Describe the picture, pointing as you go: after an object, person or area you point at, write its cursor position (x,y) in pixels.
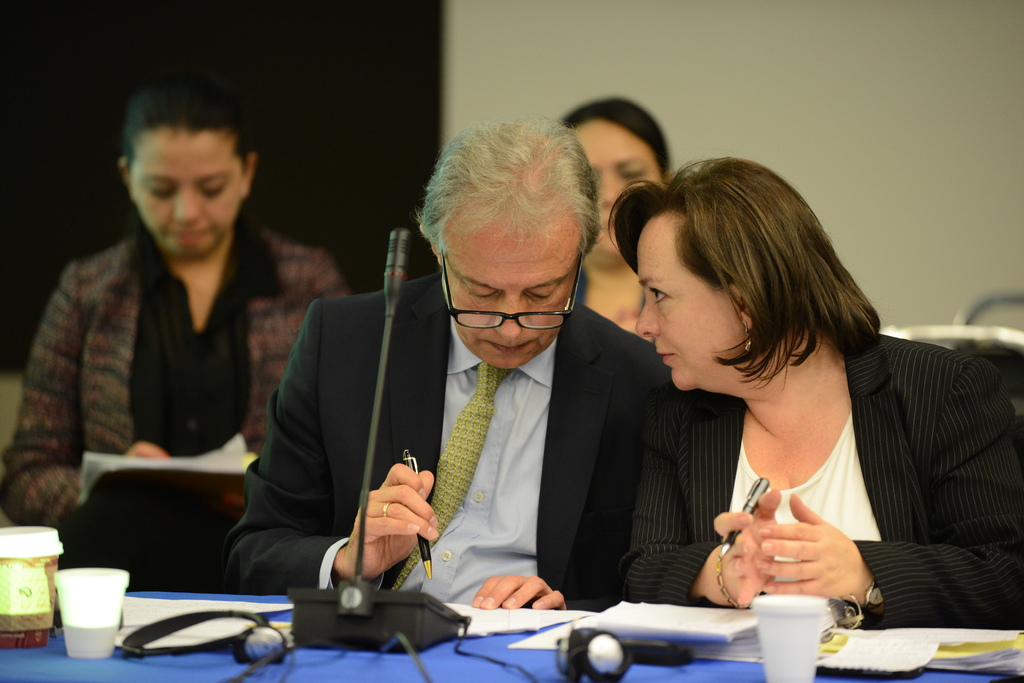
In the image in the center (662,397), we can see a few people (693,349) are sitting on the chair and they are holding some objects (405,454). In front of them, there is a table (365,670). On the table (315,661), we can see books (734,648), papers (755,652), glasses (775,660), headphones (168,627) and one microphone (396,248). In the background (649,109) there is a wall (723,63).
